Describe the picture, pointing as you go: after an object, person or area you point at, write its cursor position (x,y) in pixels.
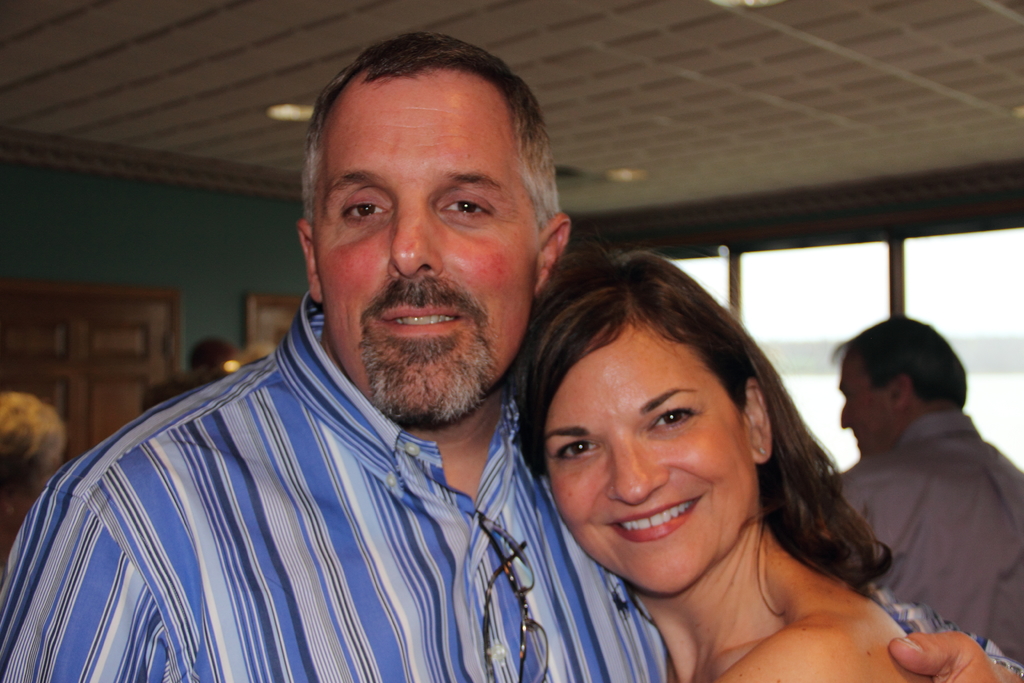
In the picture I can see people (230,484) are standing on the floor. In the background (231,248) I can see lights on the ceiling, a wall (291,237), windows (817,315) and some other objects (95,290). The background of the image (36,304) is blurred.
